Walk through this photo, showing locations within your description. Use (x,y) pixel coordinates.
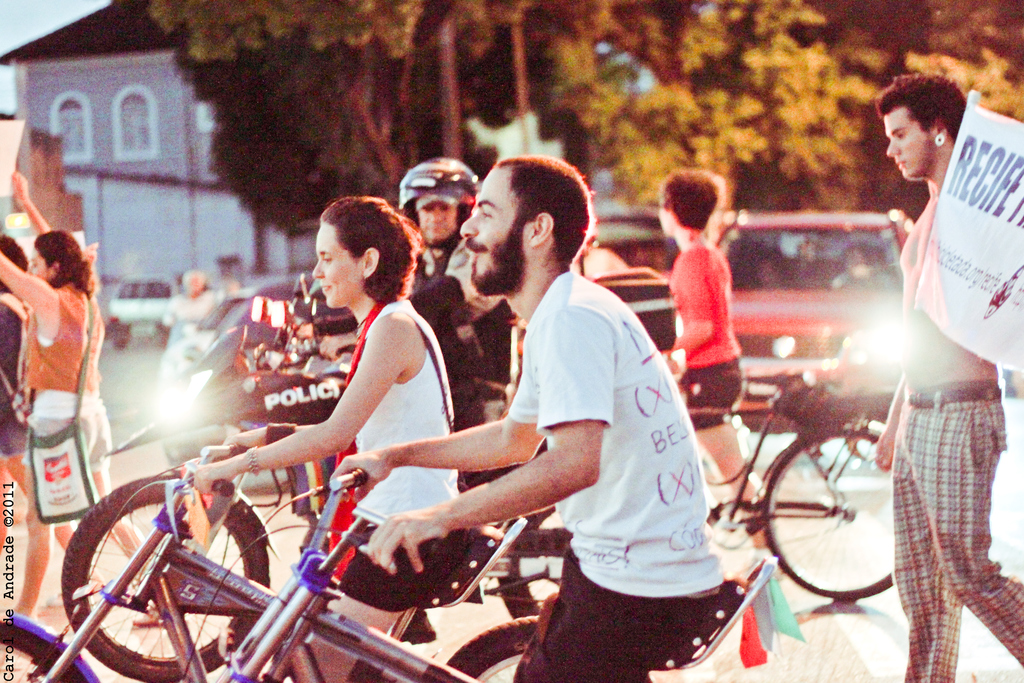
In this image I can see the group of people (346,498) holding the bicycles (409,675). At the back (949,472) there is a person (936,432) with the banner (982,257) and he is walking. And there are many cars (823,222) on the road (810,621). In the background (460,106) there are trees (248,72) and a building (153,106).
